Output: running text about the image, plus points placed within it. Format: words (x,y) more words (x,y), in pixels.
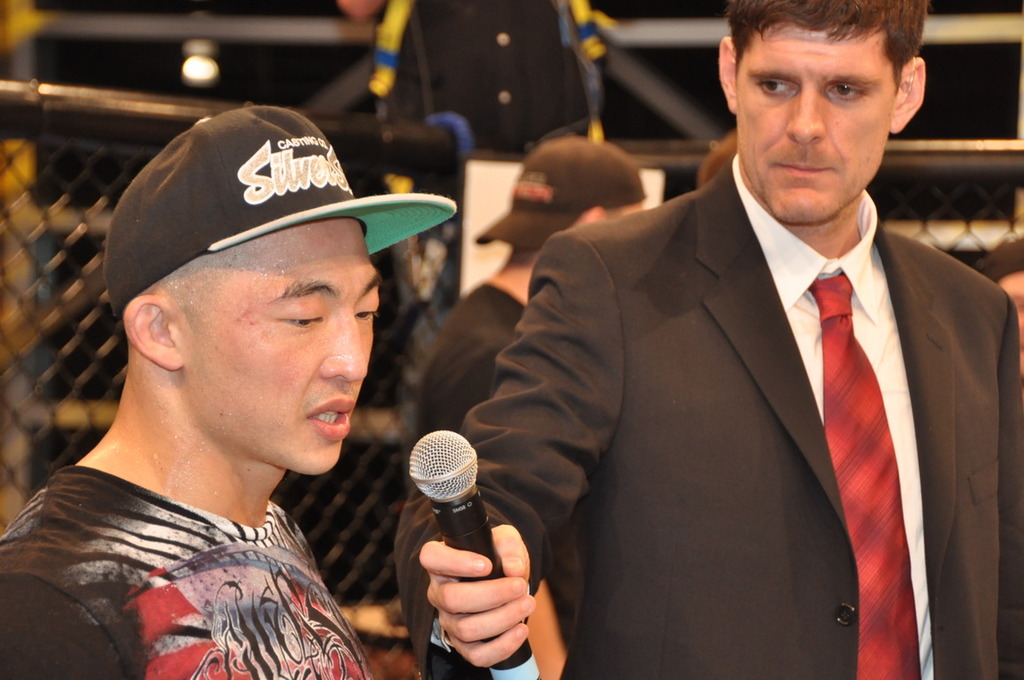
There are two people (286,648) standing. one person (608,549) is holding mike (524,671) in his hand (501,541) and the other person (303,552) is speaking. At background (457,372) I can see another person (495,283) standing. This looks like a fencing (45,283). Background (305,58) looks blurry. I can see a black color object (489,70).
